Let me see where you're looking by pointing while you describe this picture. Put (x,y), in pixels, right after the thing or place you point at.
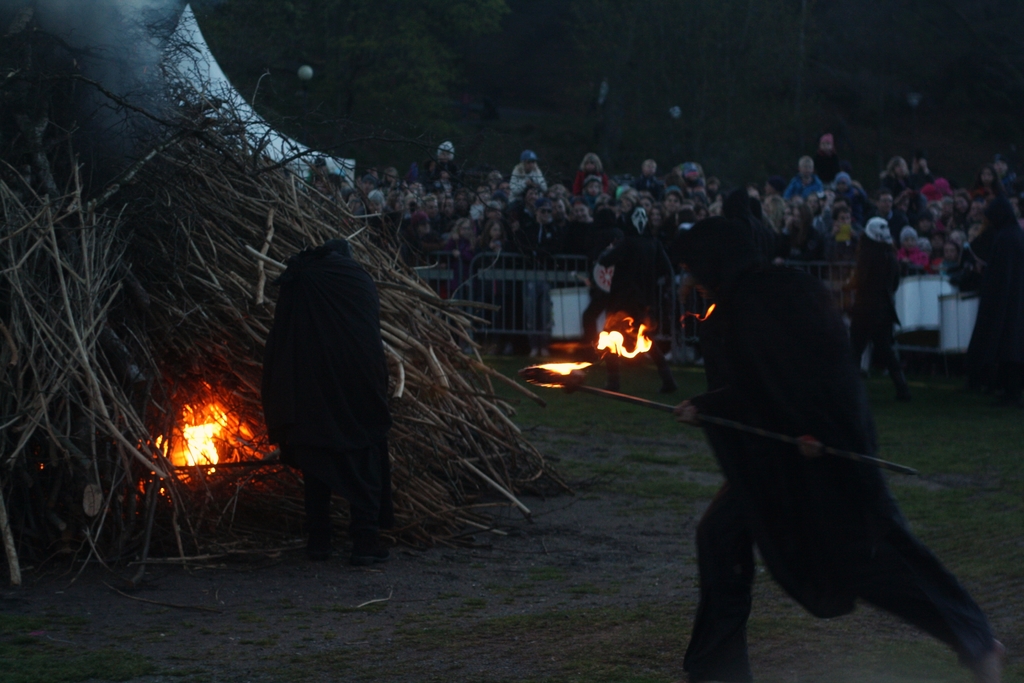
On the left side of the image (70,252) there are sticks (150,302) with fire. In front of the fire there is a person (317,333) standing. In the image there are few people (652,263) with masks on their faces (720,244) is standing and holding the sticks (608,393) with fire (556,363) in their hands (692,413). Behind them there is a fencing (437,275). Behind the fencing (483,276) there are many people (708,196) standing. In the background (392,109) there are trees (655,122).
